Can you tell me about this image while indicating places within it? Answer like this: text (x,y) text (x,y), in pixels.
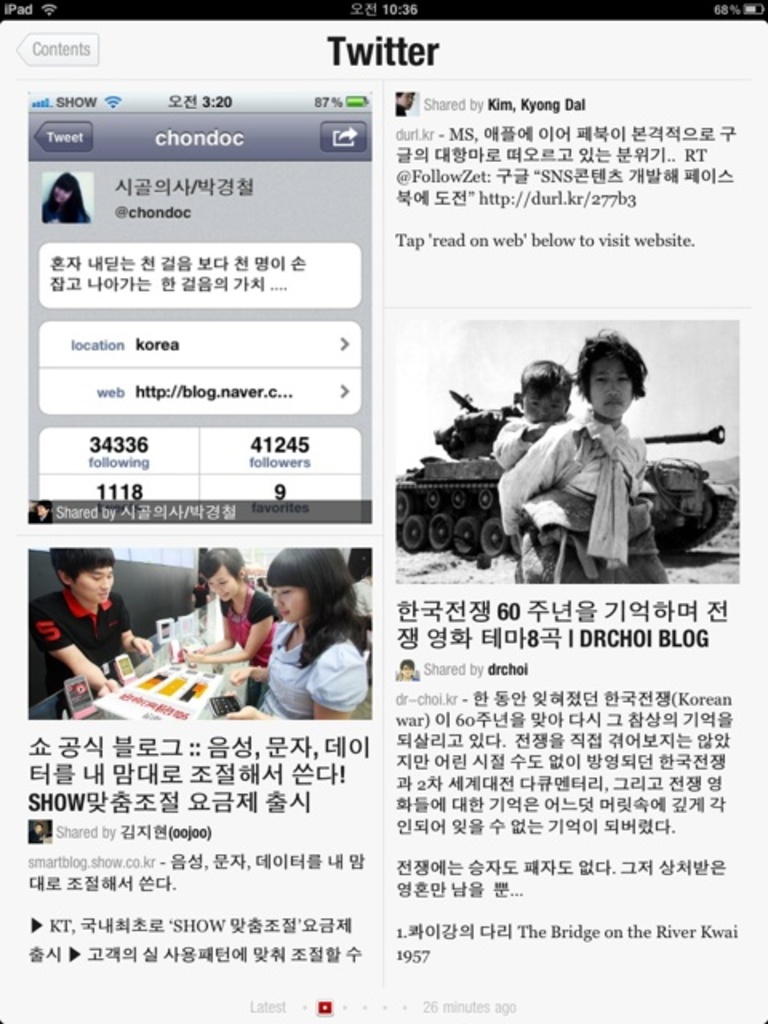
In this image I can see a web page (523,615). We can see image (634,492) and something is written on the web page (561,500).
